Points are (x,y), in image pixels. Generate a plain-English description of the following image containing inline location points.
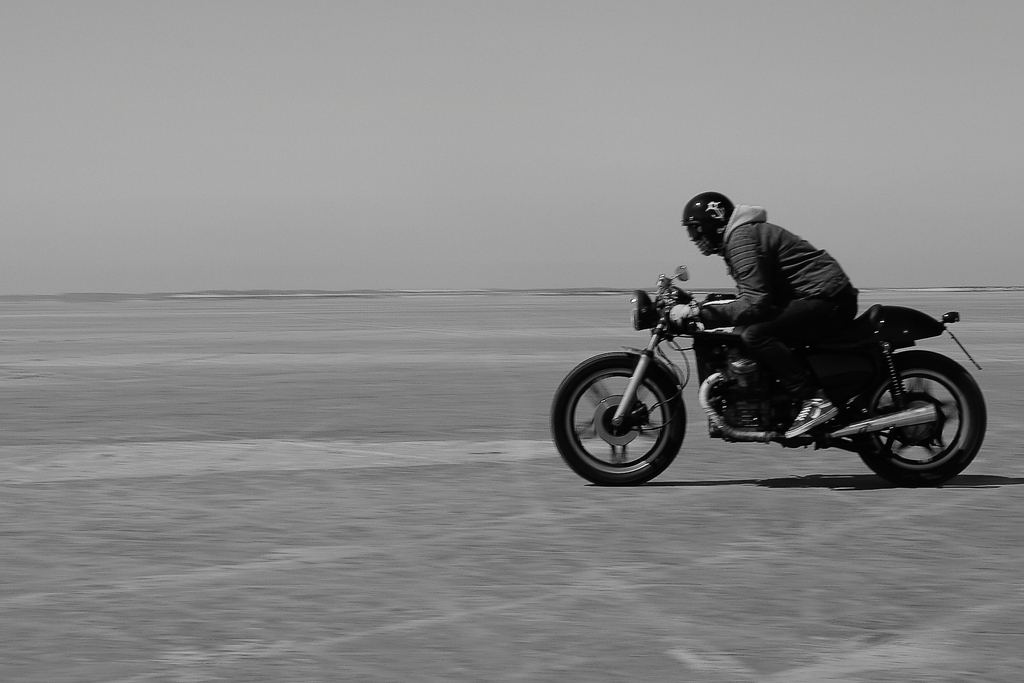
Here a man (790,397) is riding bike (828,362) on the road (381,458). In the background (434,262) there is a sky (466,193).
